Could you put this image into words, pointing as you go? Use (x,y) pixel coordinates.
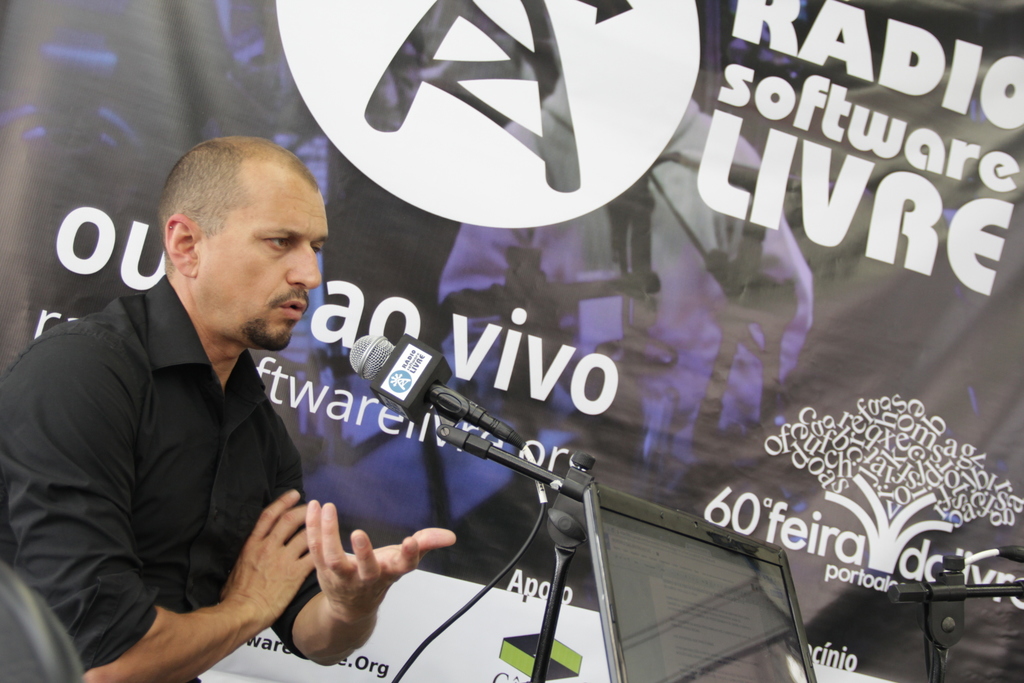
In the background (487,90) we can see hoarding (522,234). Here we can see a man (357,568) wearing a black shirt (170,361). This is a mike (436,398) with a stand (556,519).
